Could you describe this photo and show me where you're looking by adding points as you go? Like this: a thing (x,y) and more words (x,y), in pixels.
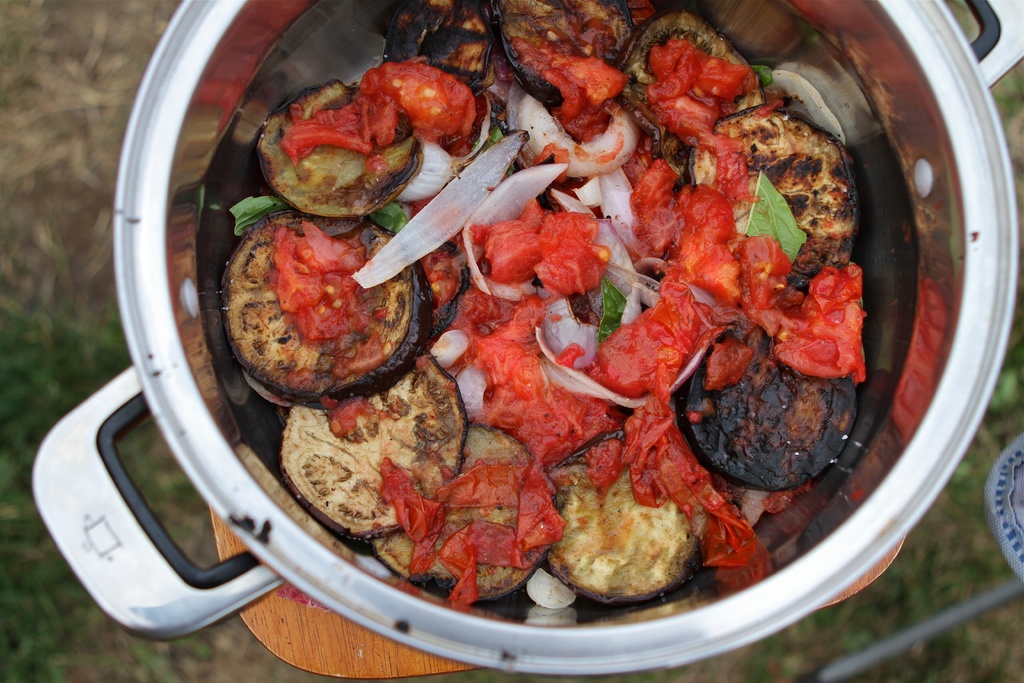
In this image, we can see some food item (627,361) in a container (206,28). We can see the ground (48,386) with some grass (917,552). We can also see some objects (994,500) on the right (1007,563).
